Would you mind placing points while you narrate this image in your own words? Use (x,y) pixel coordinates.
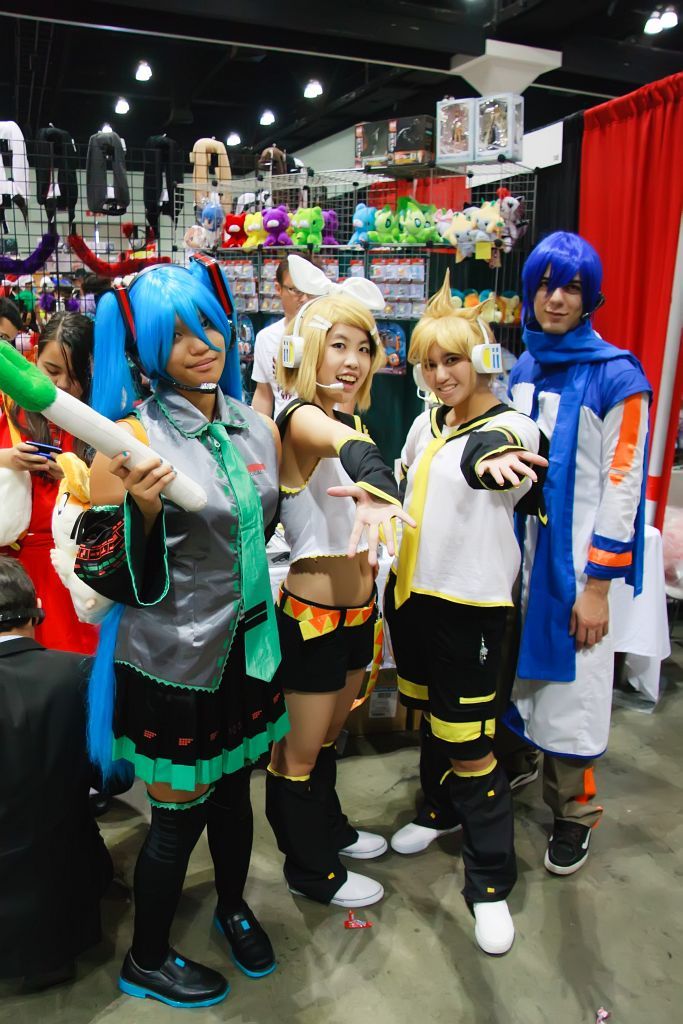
In this image I can see few people (347,645) are standing and wearing different costumes (361,440). Back I can see few toys (235,233), lights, red color cloth (631,187) and few objects (108,219).
